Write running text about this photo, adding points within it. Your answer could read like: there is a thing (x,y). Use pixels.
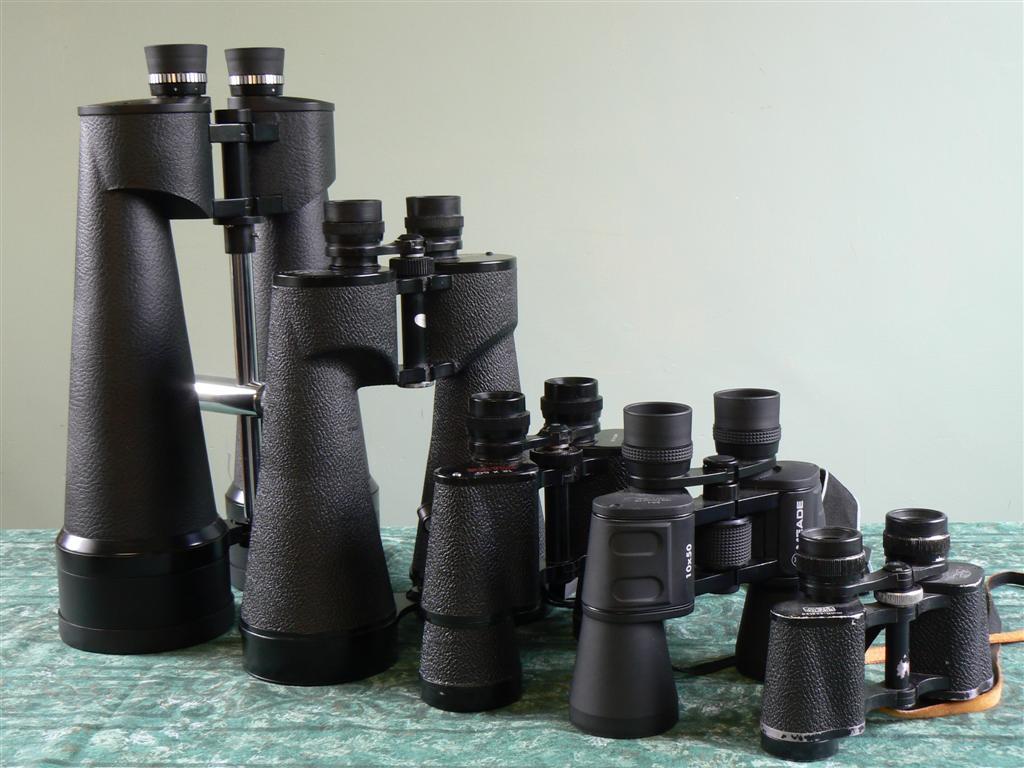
In this image we can see some binoculars (468,574) which are placed on the surface (383,735). On the backside (841,300) we can see a wall (831,323).
